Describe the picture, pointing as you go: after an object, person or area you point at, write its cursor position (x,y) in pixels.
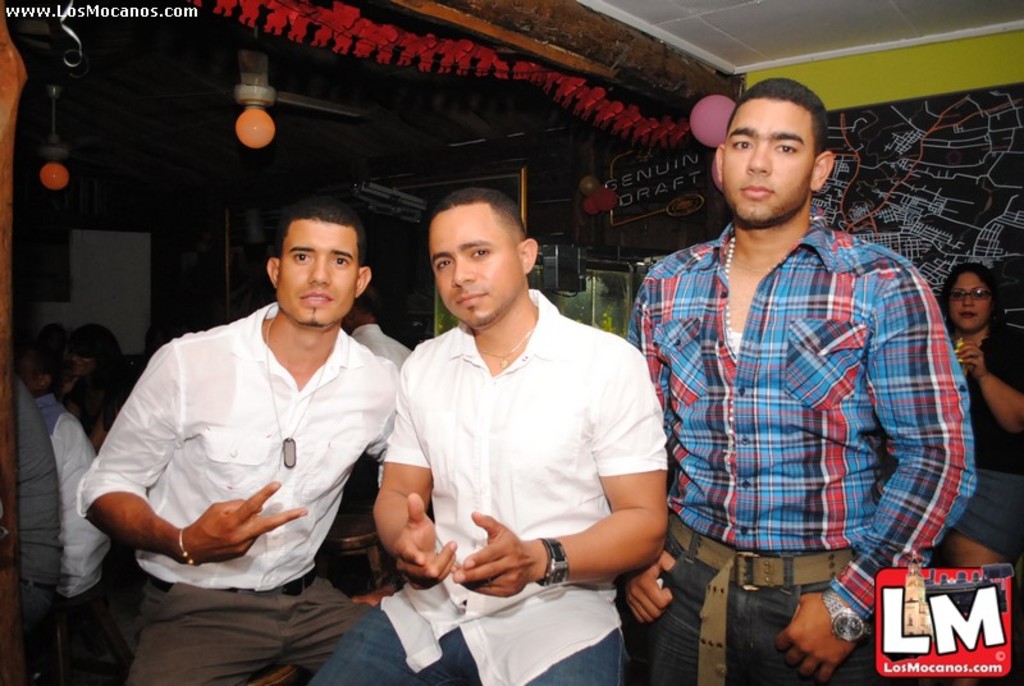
There are three people (534,368) here. Both of them are sitting and one guy (732,558) is standing. The guys (511,436) who are in sitting position was wearing a white shirt (322,483). And the guy (795,425) who is standing is wearing a blue shirt (793,442). He's wearing a watch (834,612) and belt (761,578). Behind the blue shirt guy (797,487) there is a woman (990,402) with something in her hand (968,346). And she is wearing a spectacles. Behind her there is a wall (936,182). In the background (707,142) there is a balloon (702,122) and decorative things (286,7). There is a light (257,125). And in the left side of the image (42,457) there are some people (29,442) sitting and there is a dim light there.
